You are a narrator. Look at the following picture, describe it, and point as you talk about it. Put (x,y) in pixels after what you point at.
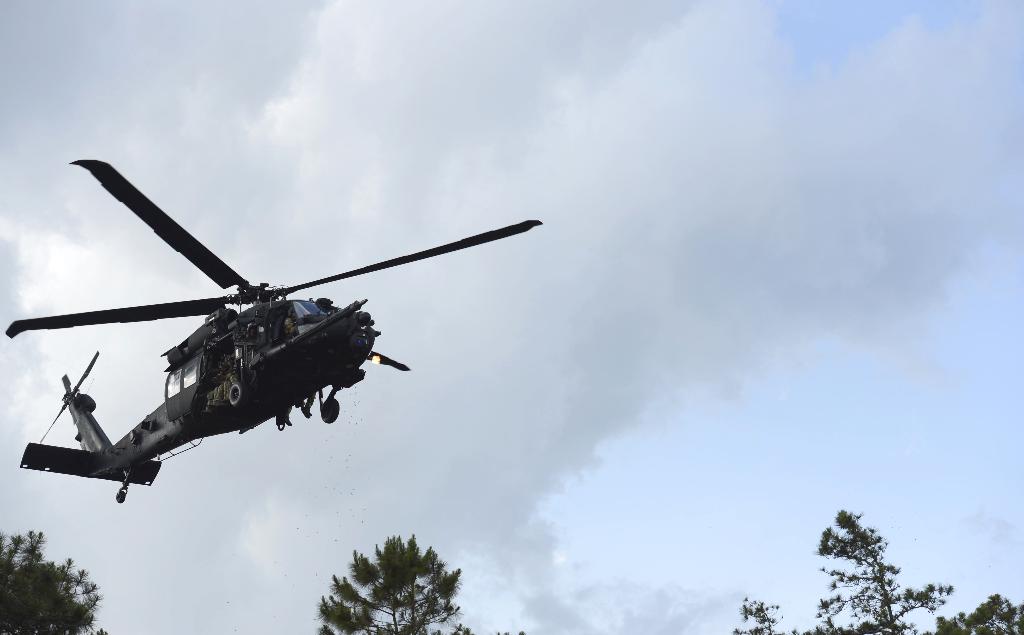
In the picture I can see a helicopter (192,371) is flying in the air (411,416). Here I can see trees (411,613) and the cloudy sky (556,424) in the background (588,395).
